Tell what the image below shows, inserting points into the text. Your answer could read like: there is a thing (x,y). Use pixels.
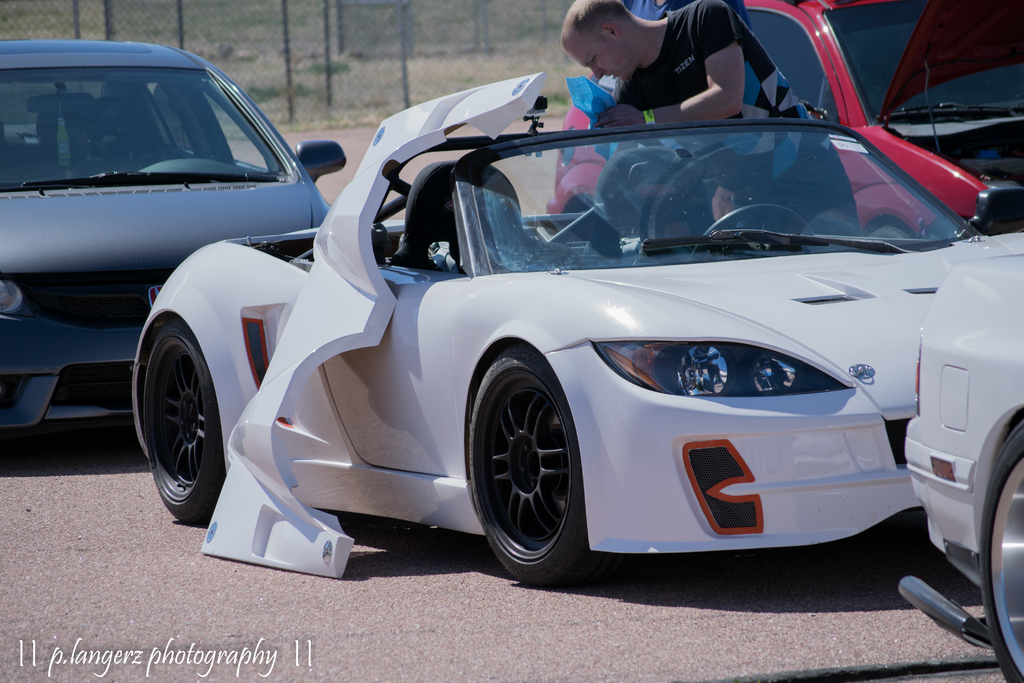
In this image we can see the vehicles (604,227). We can also see two persons (677,39). In the background (304,42) we can see the fence (457,41) and at the bottom (601,605) we can see the road (508,598). In the bottom left corner (147,664) we can see the text (147,644).
